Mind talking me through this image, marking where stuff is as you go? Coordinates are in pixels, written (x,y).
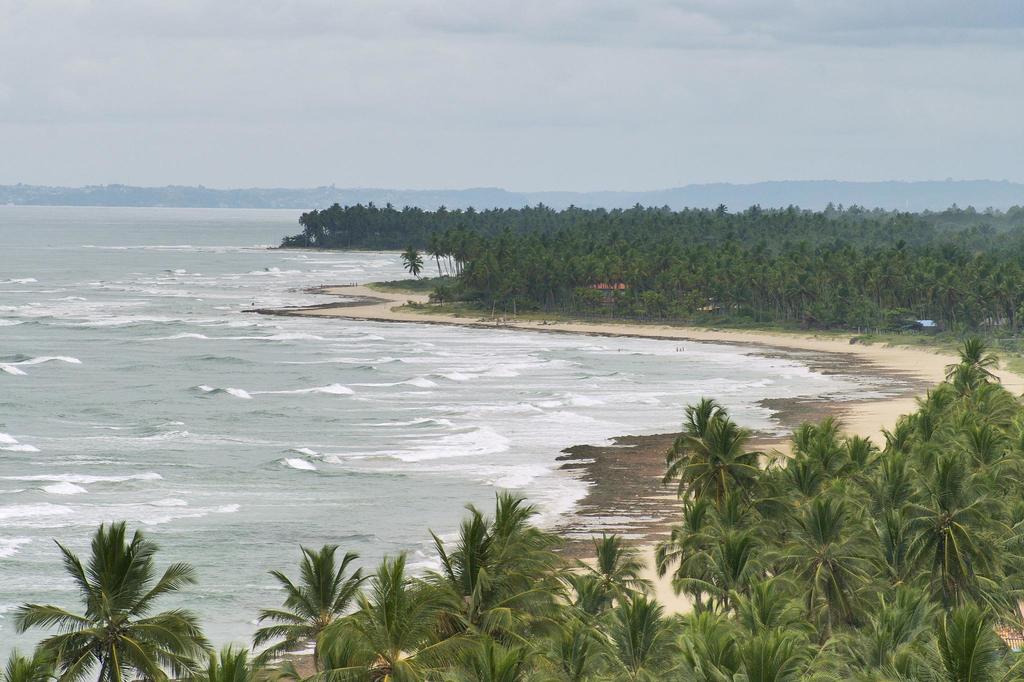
In the image there is a sea (435,375) and in front of the sea (435,375) there are plenty of tall trees (474,521).
